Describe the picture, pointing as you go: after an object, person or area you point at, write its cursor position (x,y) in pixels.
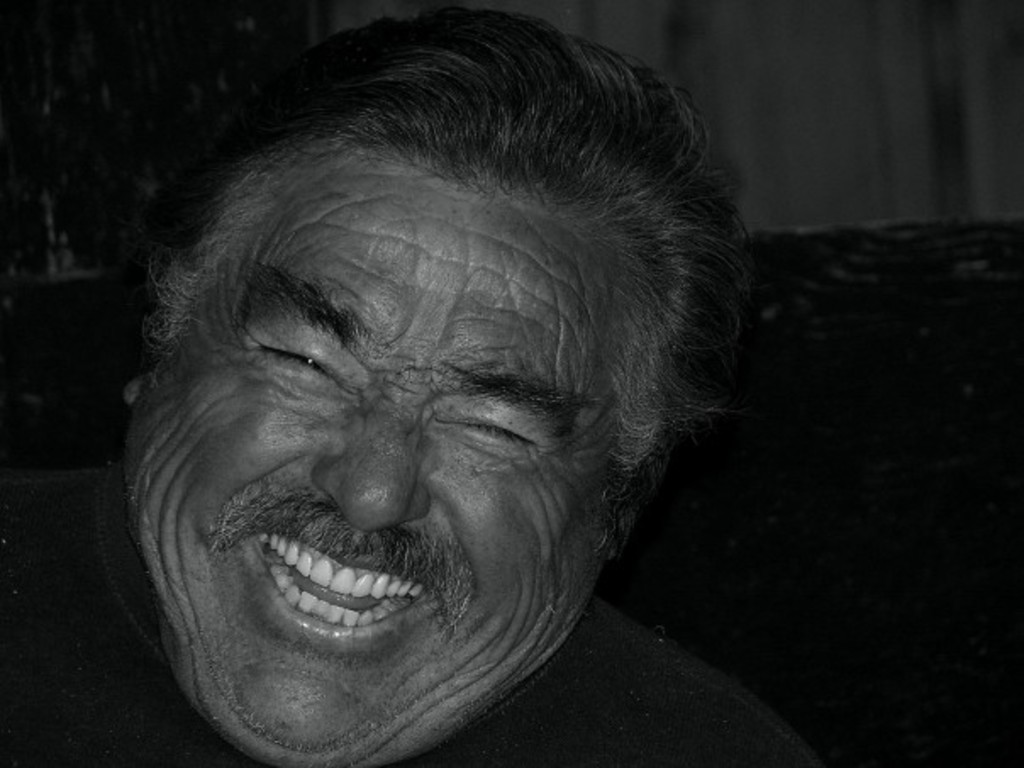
This is a black and white image. In this we can see a man (261,560) and he is smiling.
